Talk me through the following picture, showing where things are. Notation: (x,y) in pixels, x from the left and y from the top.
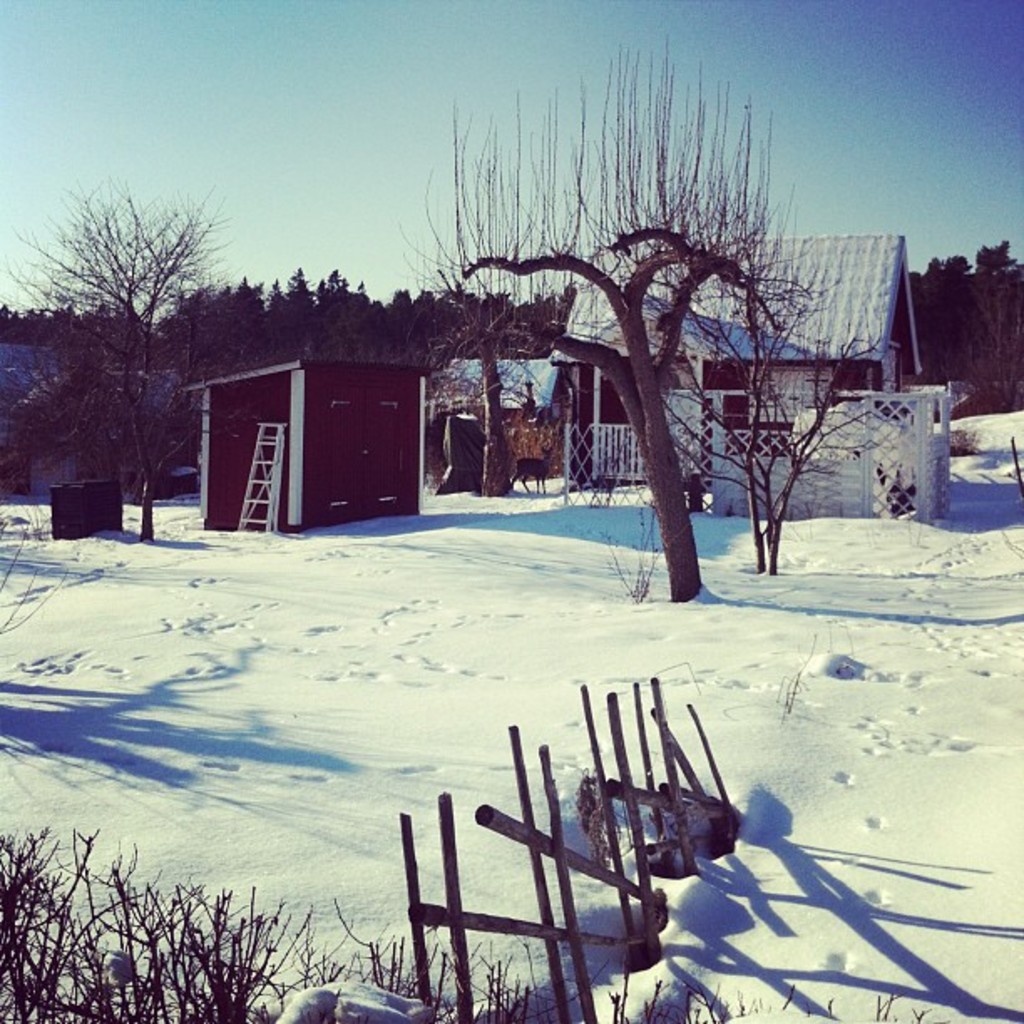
In this picture I can see there is some snow (499,602) on the floor (602,715) and there are few buildings (626,440) and there are few trees (985,332) and the sky (404,199) is clear.
